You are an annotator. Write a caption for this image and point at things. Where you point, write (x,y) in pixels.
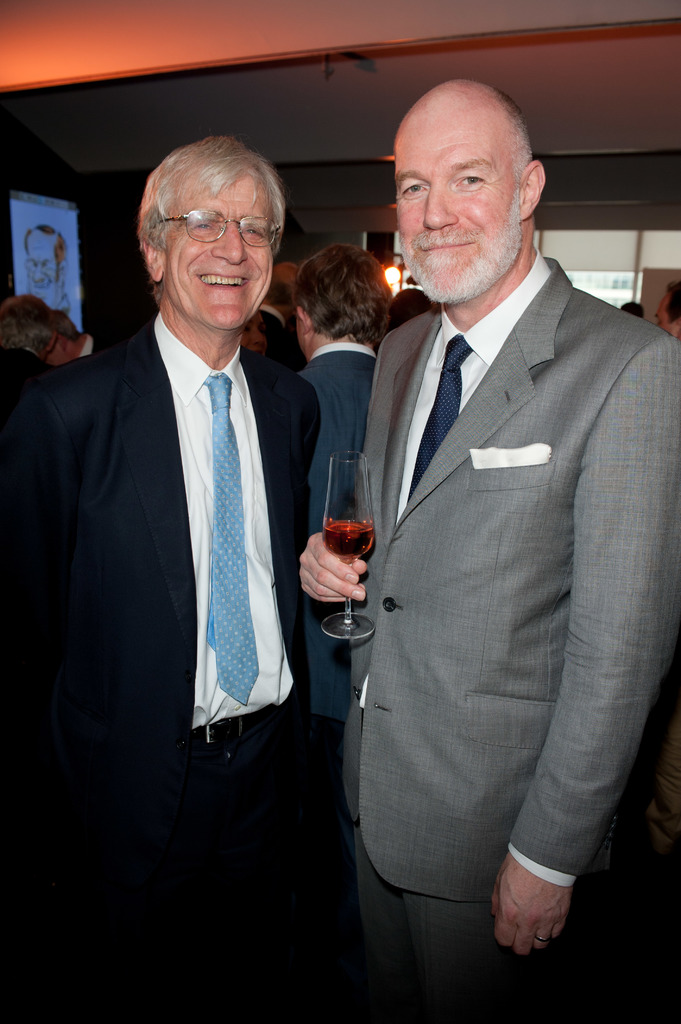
In this image in the foreground (311,426) there are two persons (380,424) standing and smiling, and one person (315,594) is holding a glass (356,554). In the glass (360,539) there is some drink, and in the background (378,294) there are a group of people (378,314), glass windows (629,296), photo frame (70,260), lights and at the top (297,103) there is ceiling (297,103).
